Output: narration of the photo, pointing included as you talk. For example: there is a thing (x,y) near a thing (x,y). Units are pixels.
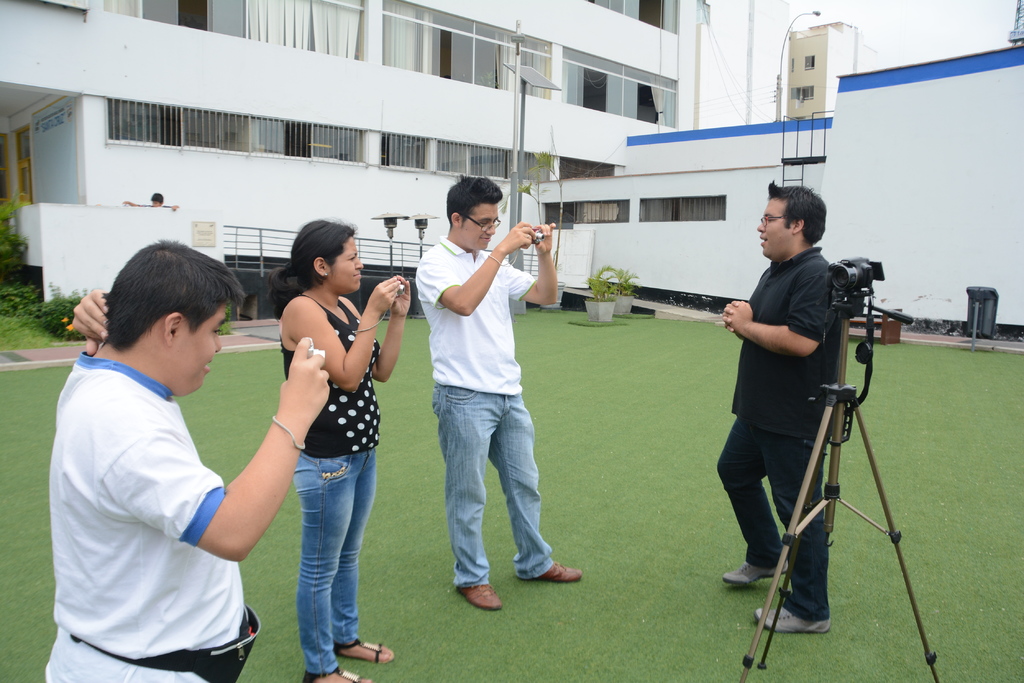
In this image I can see four persons (811,237) are standing on the grass (690,578) and three are holding cameras (405,289) in their hand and a camera stand (878,528). In the background (273,186) I can see buildings (643,146), fence (409,254), plants (12,224) and a light pole (527,73). This image is taken may be during a day.
